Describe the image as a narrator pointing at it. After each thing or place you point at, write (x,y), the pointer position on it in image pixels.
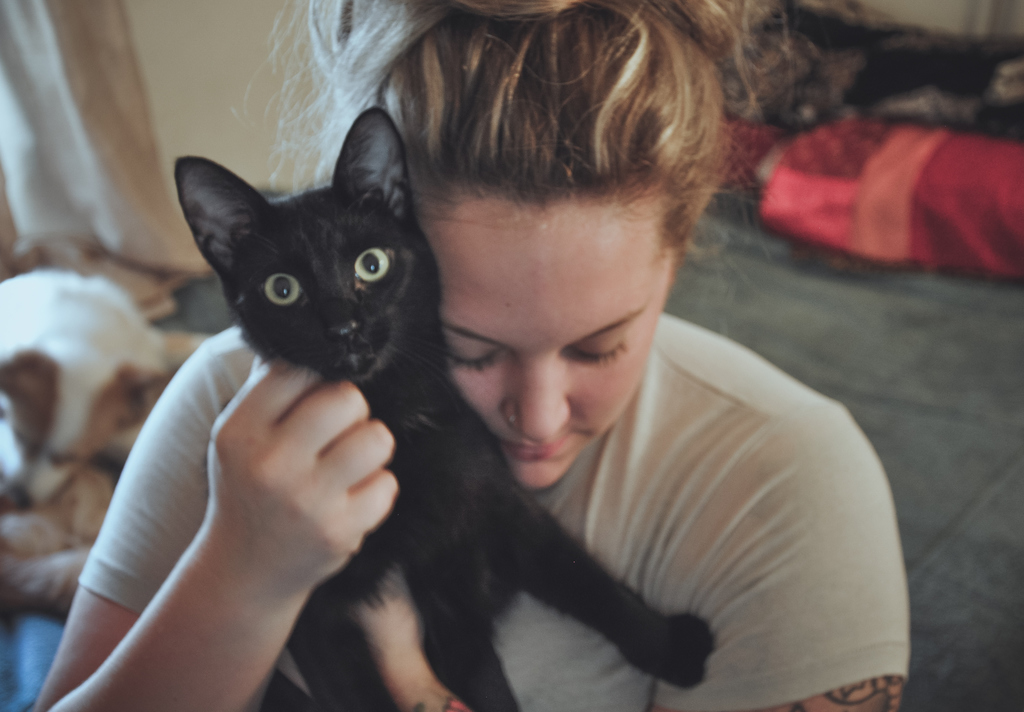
In this image in the center (506,415) there is a woman (715,522) holding a cat (395,417). In the background (78,392) there is a dog (78,365) and there is a curtain (59,149). On the right side (901,165) there is an object (899,193) which is red in colour.
